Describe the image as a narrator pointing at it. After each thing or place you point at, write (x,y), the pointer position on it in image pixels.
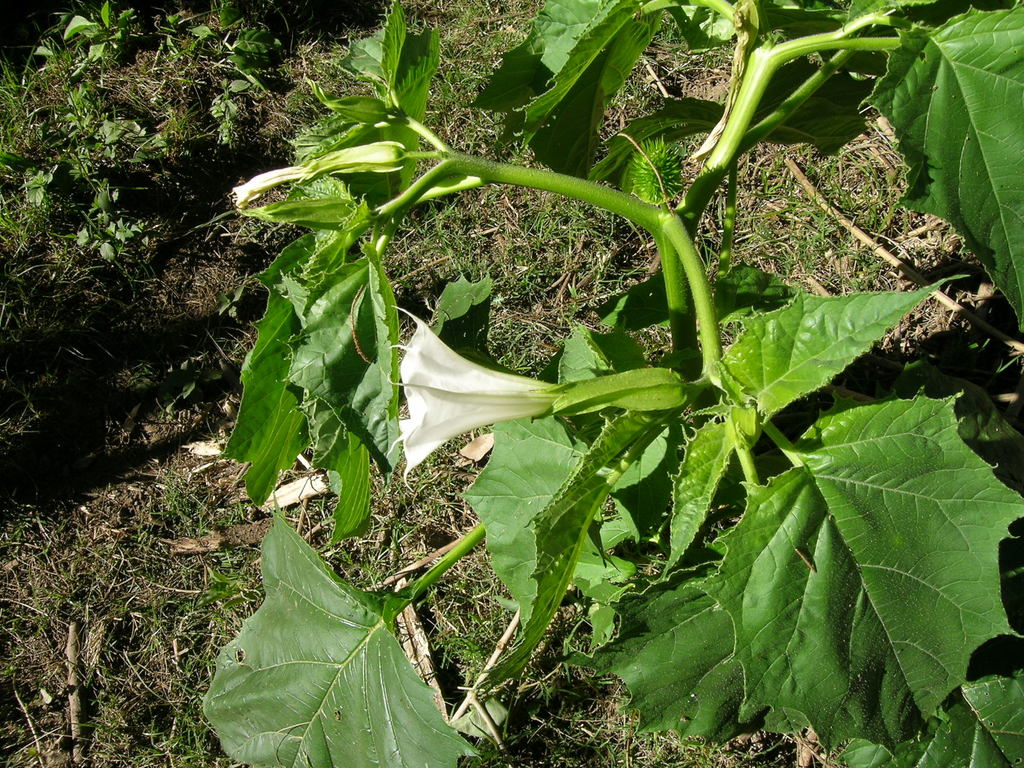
In this image there is a flower (415,374) to one of the plant (308,563) and grass (199,581).
